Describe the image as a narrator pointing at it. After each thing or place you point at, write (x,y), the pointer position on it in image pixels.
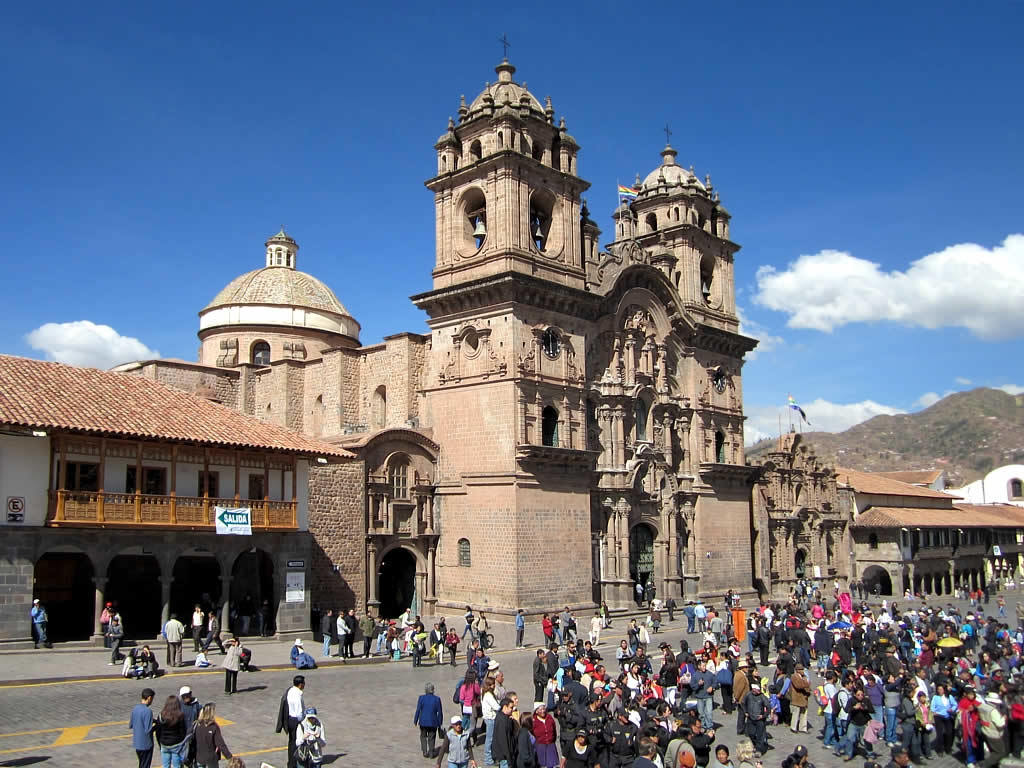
As we can see in the image there are many people (548,696), buildings (620,506) and hills (909,438). On the top (745,174) there is sky (753,262) and clouds (870,294).
